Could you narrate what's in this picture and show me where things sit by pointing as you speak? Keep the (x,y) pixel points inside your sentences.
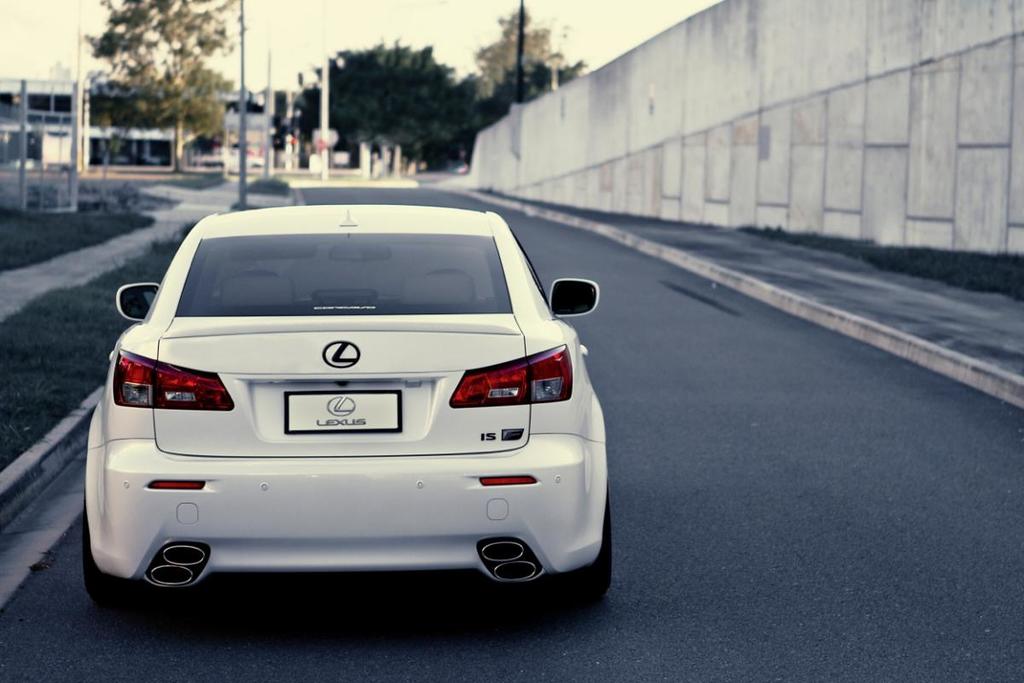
This picture is clicked outside the city. At the bottom (759,597), we see the road (612,632). In front of the picture, we see a white car (473,314). On the right side (799,117), we see a footpath (877,276) and a wall (733,215) in white color. On the left side (26,234), we see the grass (40,225) and the poles (22,172). There are trees (208,103), buildings (229,124) and poles (242,147) in the background (340,102). At the top (302,43), we see the sky (387,37). This picture is blurred in the background (378,163).
